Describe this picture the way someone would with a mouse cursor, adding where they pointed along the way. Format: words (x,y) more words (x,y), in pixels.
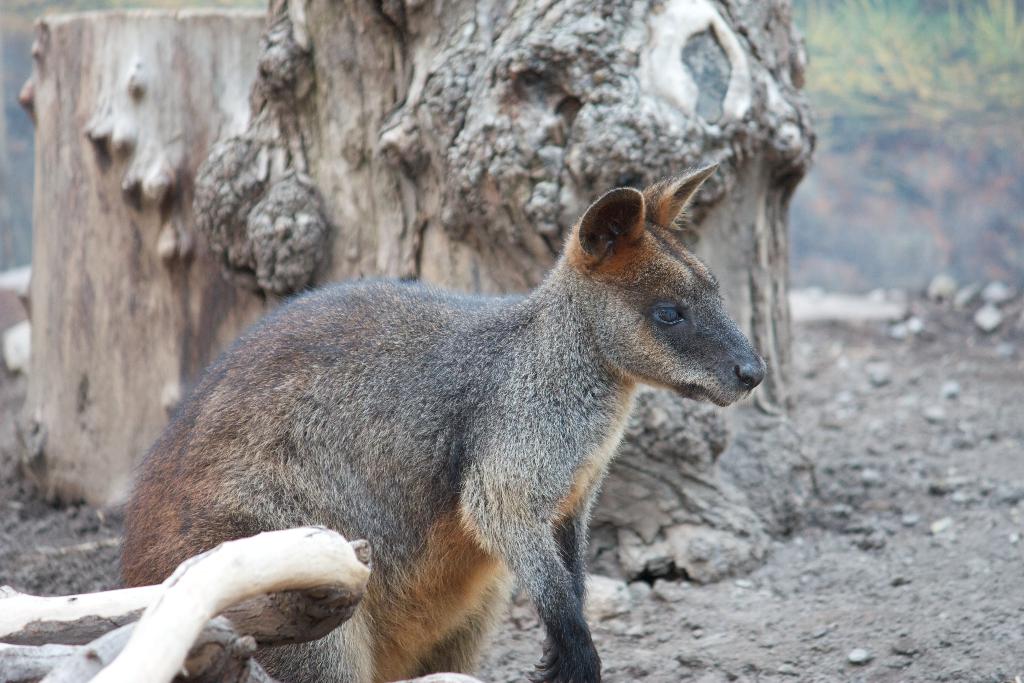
This is outdoor picture. In this picture we can see an animal (493,430) named wallaby (596,407). we can see a wide branch (472,132). Here we can see pebbles (912,469) and few stones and sand (824,479). On the background of the picture (929,114) we cannot see anything because it's blur.
